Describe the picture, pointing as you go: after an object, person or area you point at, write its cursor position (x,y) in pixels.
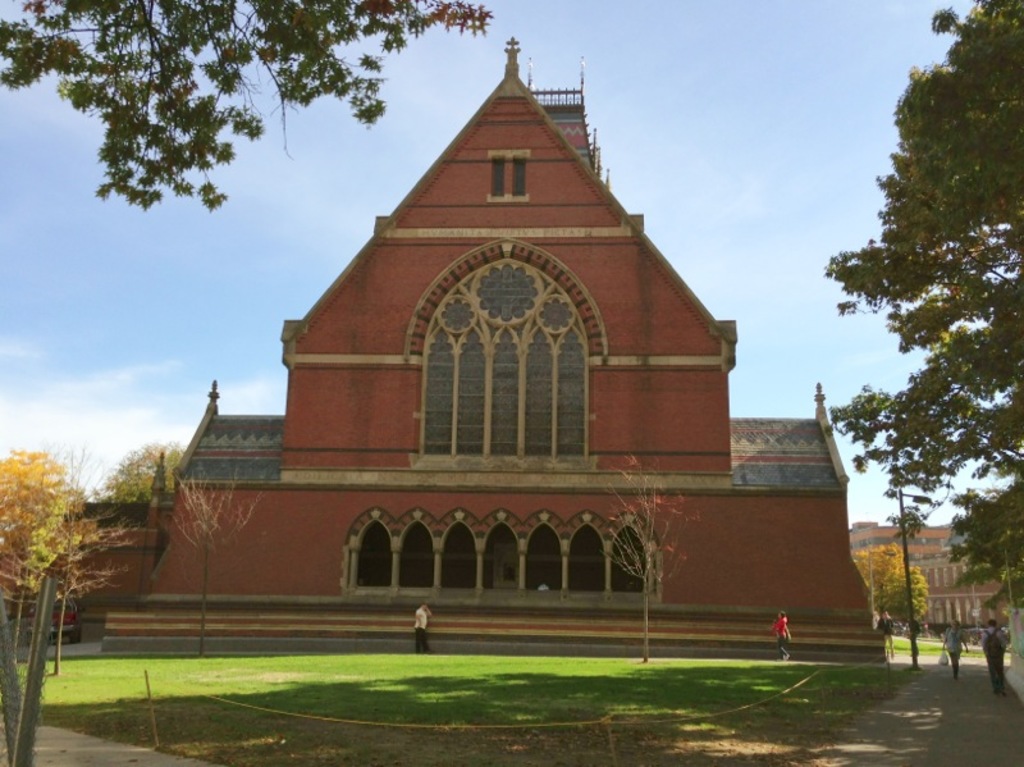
In this image there are group of people (1000,690), buildings (293,471), trees (944,135), and in the background (702,292) there is sky (37,351).
